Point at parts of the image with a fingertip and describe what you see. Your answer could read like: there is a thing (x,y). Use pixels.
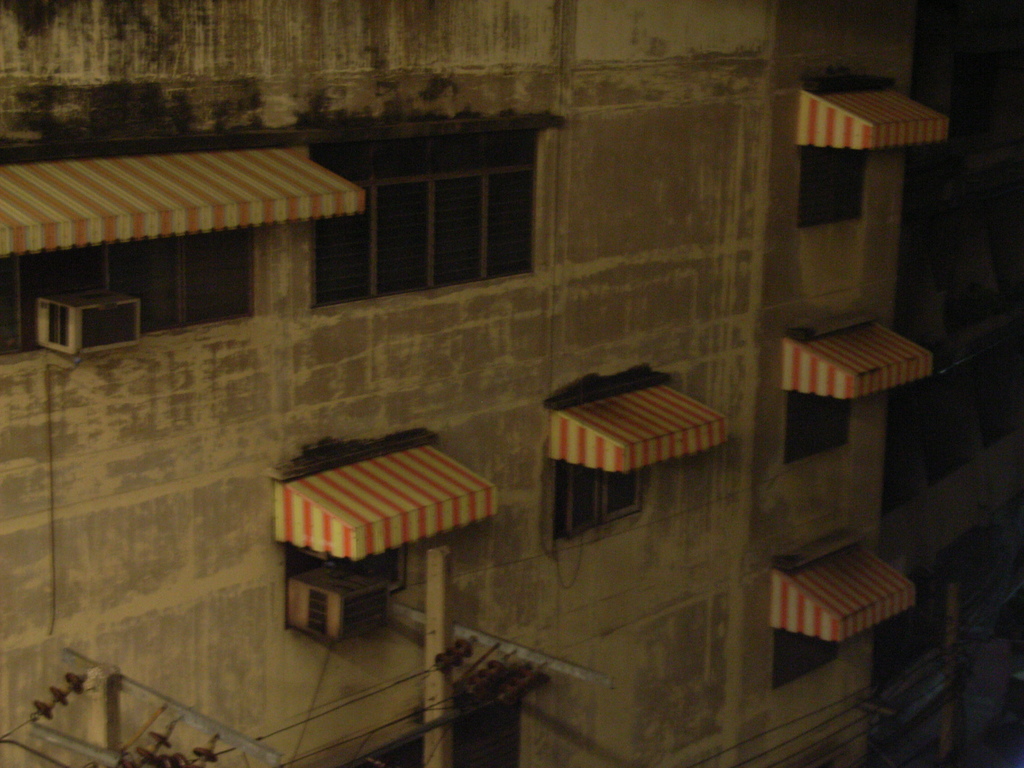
In this image we can see a building (699,575) with windows (793,648) and shades (245,228). Also there is AC (343,587). And there are electric poles (114,694) with wires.
